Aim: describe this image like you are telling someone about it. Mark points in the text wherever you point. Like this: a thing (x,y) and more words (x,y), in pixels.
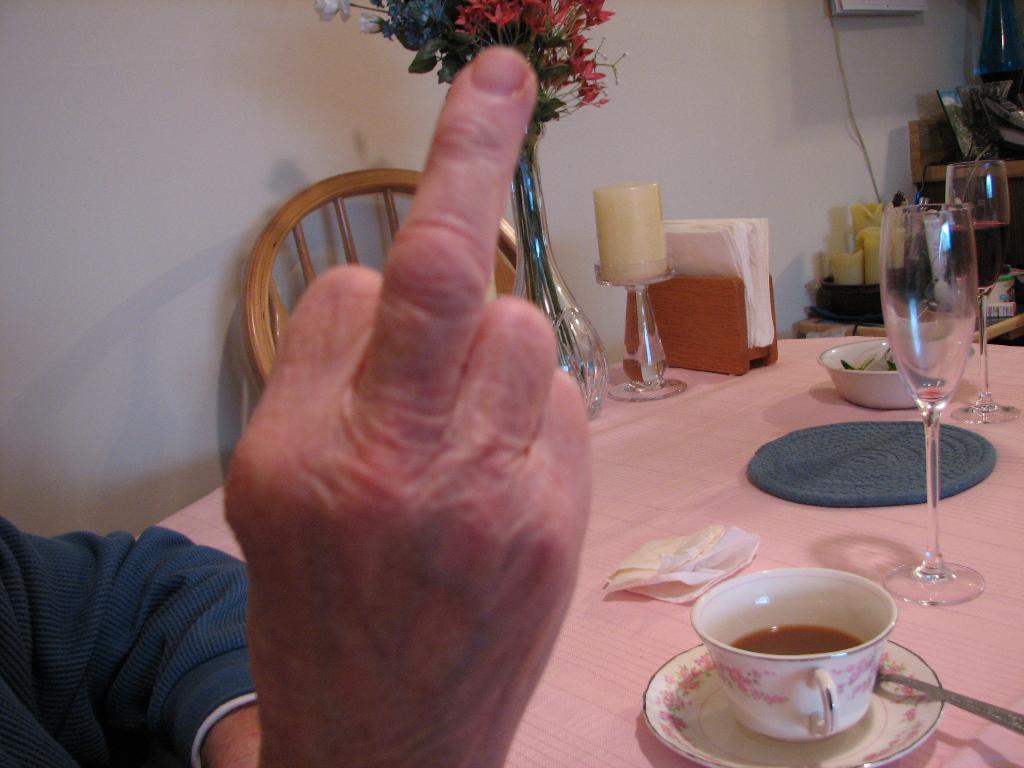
In this image I can see a hand (294,398) of a person (270,603). here on this table (699,435) I can see a cup (797,576), a plate (800,746) and two glasses (948,249). I can also see a chair (350,174) and a candle (644,189), few napkins (732,247), few flowers (571,48) and a spoon (955,700).
